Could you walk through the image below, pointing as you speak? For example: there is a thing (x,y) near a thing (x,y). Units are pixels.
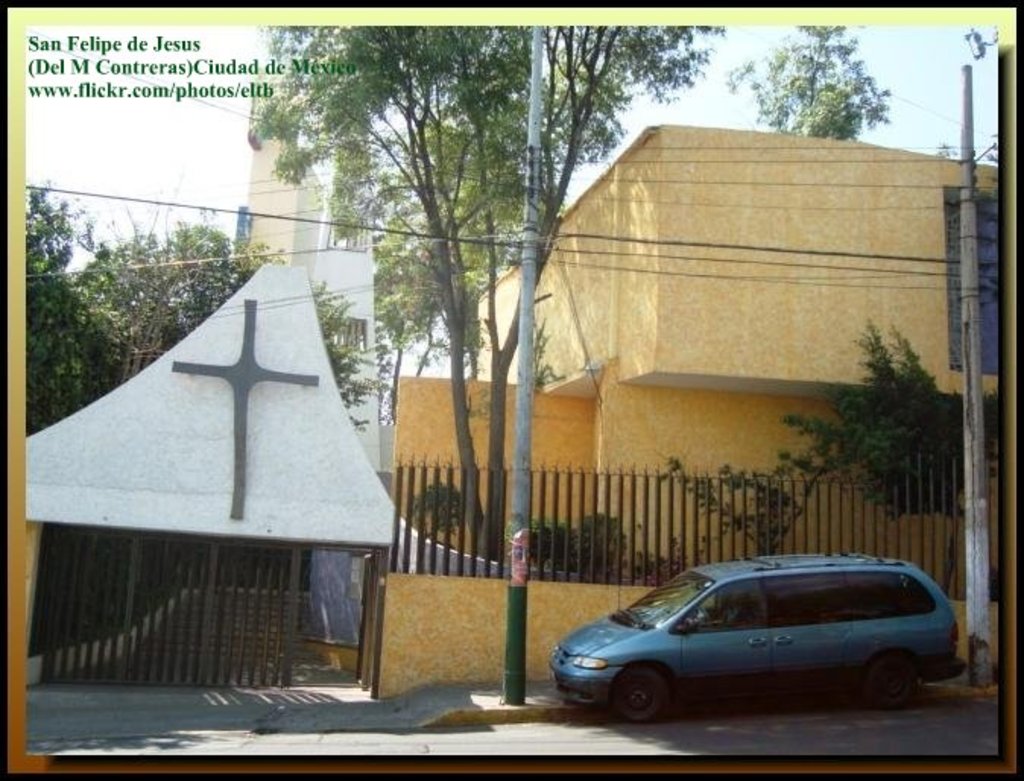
In this image I can see a photograph (513,499) in which I can see the road (843,730), a car (818,649), few metal poles (512,615), few wires (237,211) to the poles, few trees (121,276), the gate (378,579), the railing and few buildings (540,330). In the background (714,93) I can see the sky (48,115).
